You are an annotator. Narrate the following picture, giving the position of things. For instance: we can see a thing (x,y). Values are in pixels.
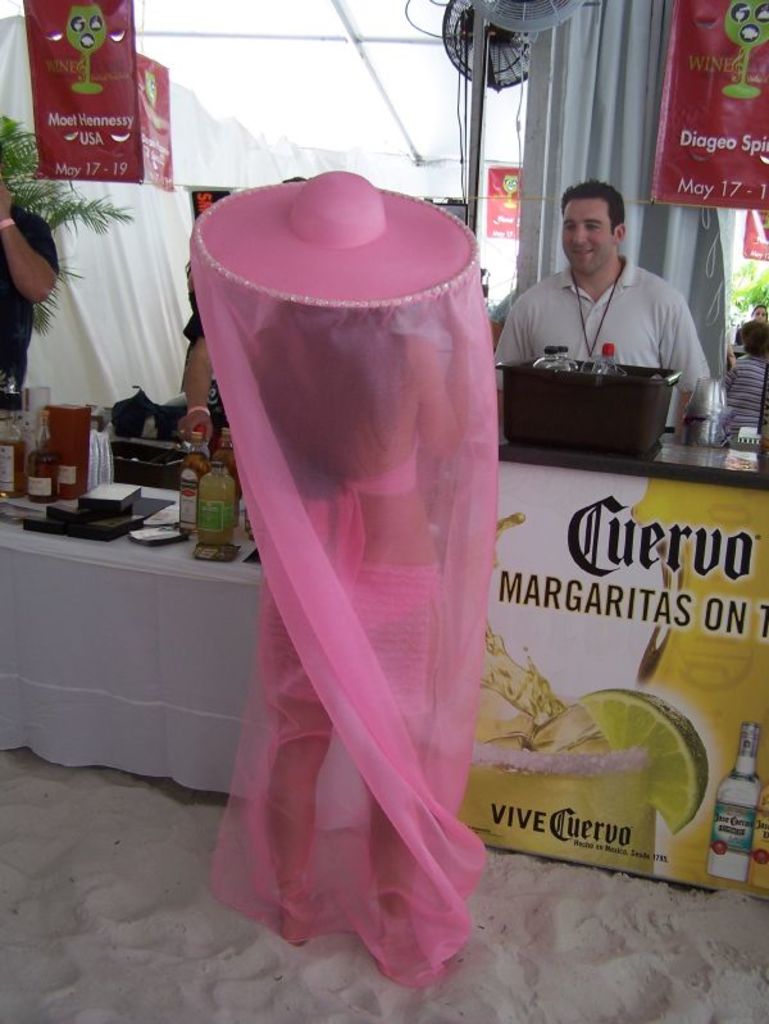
Here I can see a woman (314,326) wearing a costume (338,567) and standing facing towards the back side (349,585). In front of her there are two tables (630,599) on which a basket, bottles (188,526), boxes (135,497) and some other objects (163,522) are placed. Behind the tables (182,542) there are three persons (45,295) standing. In the background (263,119) there is a tent (405,165) on which few posters (138,121) are attached and also there is a curtain (622,99). At the bottom (160,945) I can see the sand (120,952).
